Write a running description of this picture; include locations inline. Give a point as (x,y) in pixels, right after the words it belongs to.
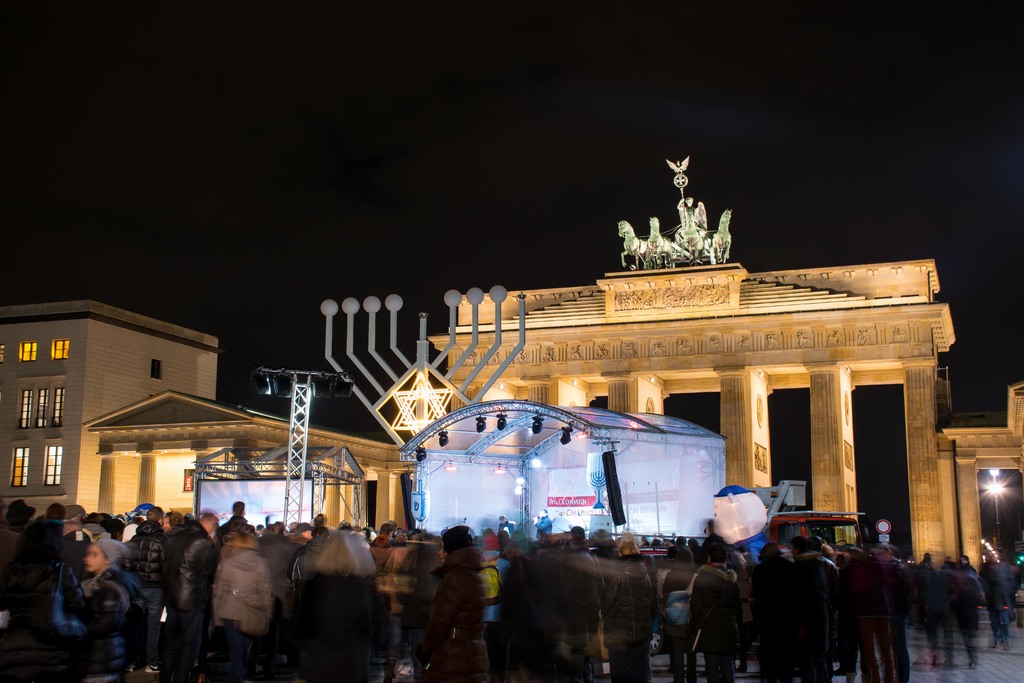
In this image we can see people (458,632), pillars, statues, poles (416,468), tent (522,460), lights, screen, boards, windows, and a building (229,435). There is a dark background (1006,197).
